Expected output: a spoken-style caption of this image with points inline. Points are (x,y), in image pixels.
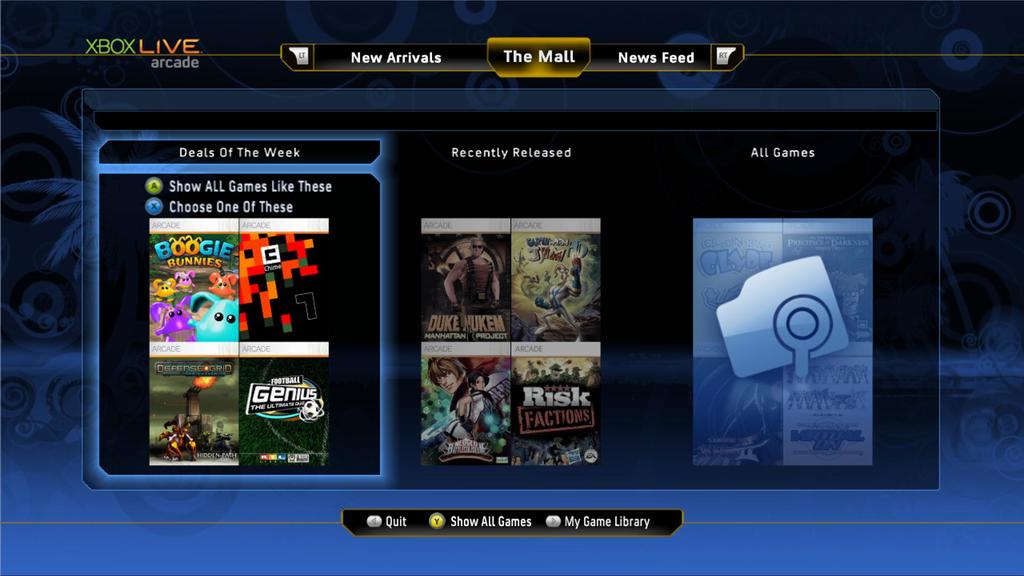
This image consists of a screen (697,206) with a few options (215,327) of games (310,409) and there is a text (517,57).
